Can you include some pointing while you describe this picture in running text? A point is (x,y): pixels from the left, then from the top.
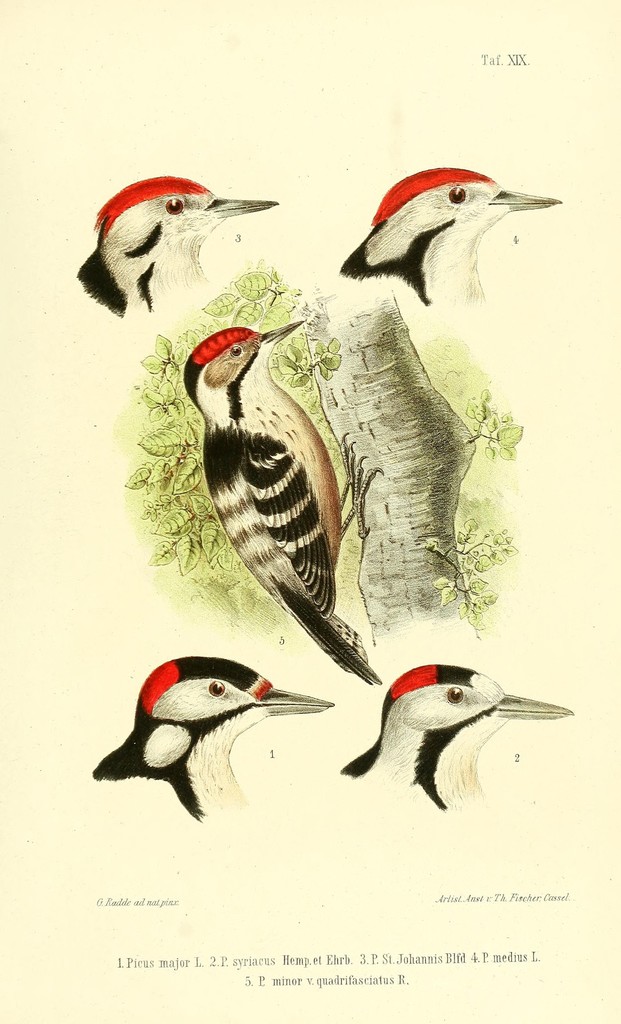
In this picture we can see a paper (322,836), there is a bark (420,470) of a tree (398,448), a bird (292,501) and some leaves (206,501) on the paper (322,987), at the bottom (322,979) there is some text (357,960), we can also see heads (388,751) of birds (200,201).
